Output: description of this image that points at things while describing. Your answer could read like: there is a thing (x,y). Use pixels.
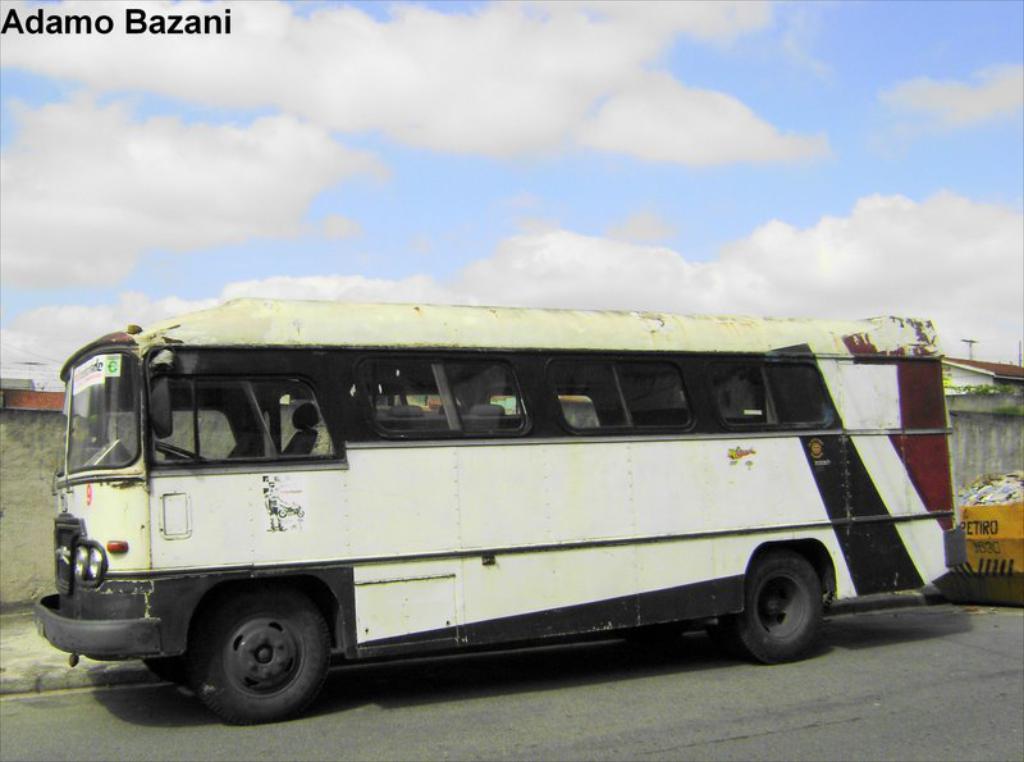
In this image in the middle (613,503) there is a bus (662,552). At the bottom (704,688) there is a road (715,733). In the background (18,455) there are houses (949,366), wall (44,481), garbage (985,499), sky (425,230), clouds (223,167) and text (71,26).
